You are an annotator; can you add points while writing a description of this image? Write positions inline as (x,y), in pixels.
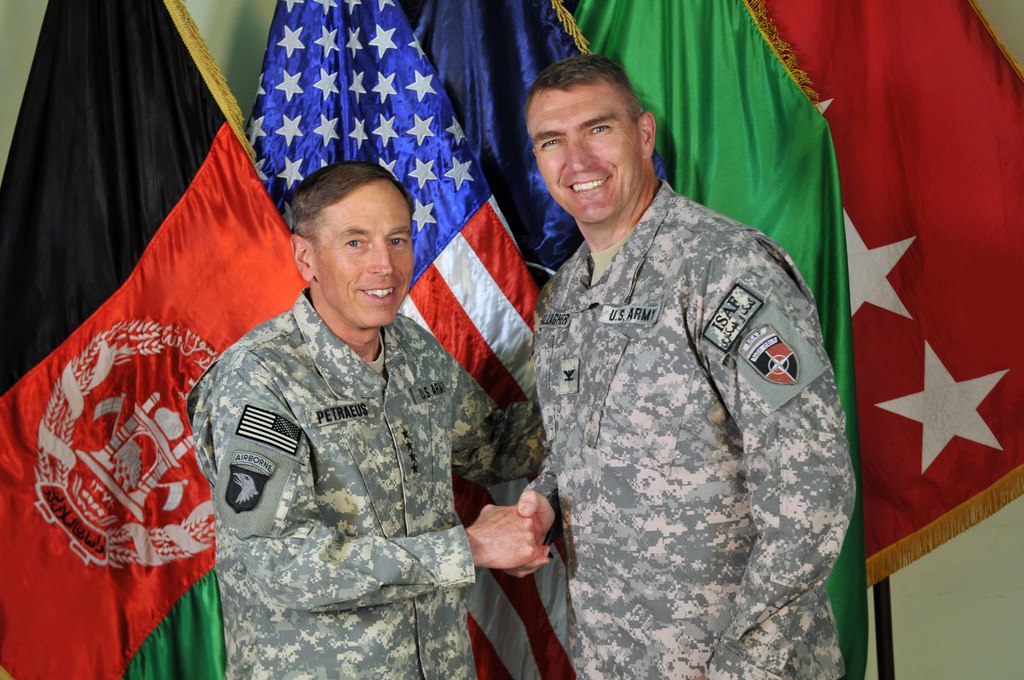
In this picture I can see few people (699,340) standing and shaking their hands (521,558) and I can see few flags (464,5) and a wall (232,43) in the background (104,48).
